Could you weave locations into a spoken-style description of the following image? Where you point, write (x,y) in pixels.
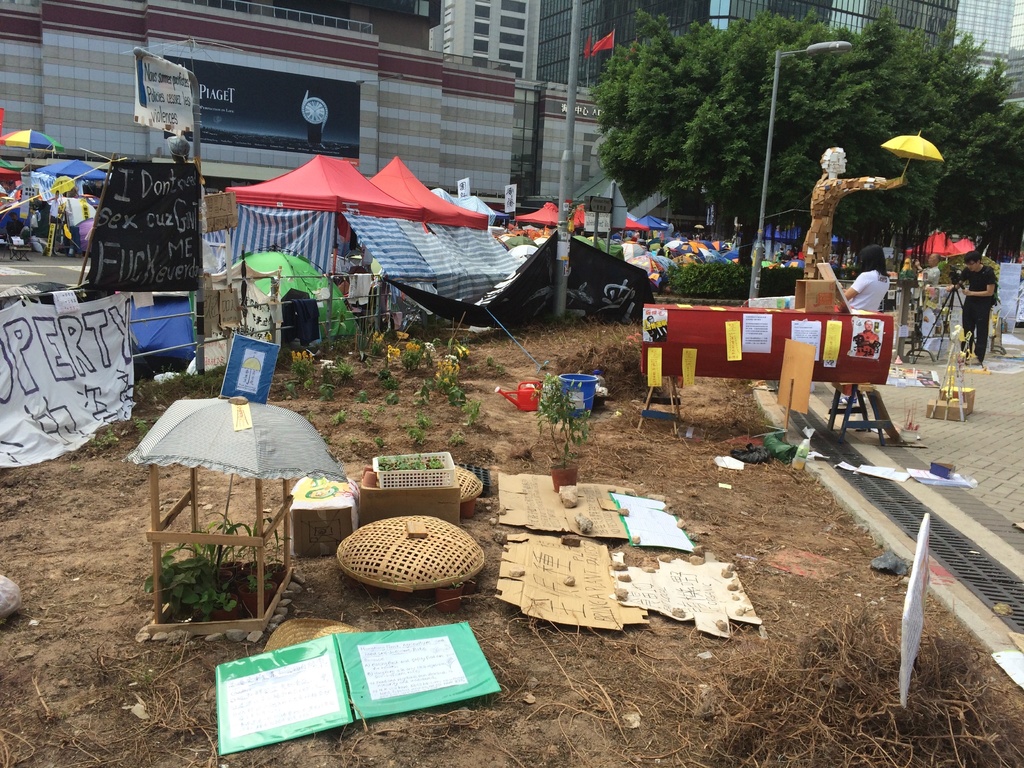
The picture is taken in the city (375,363). In the foreground of the picture (829,577) there are plants (548,406), buckets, baskets (399,540), stones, papers (683,603), twigs (799,661), banner (16,341) and hoarding (906,606). On the right (976,299) there are people (872,280) standing. In the center of the picture (430,274) there are trees (601,129), buildings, plants (741,279) and tents (282,203).
